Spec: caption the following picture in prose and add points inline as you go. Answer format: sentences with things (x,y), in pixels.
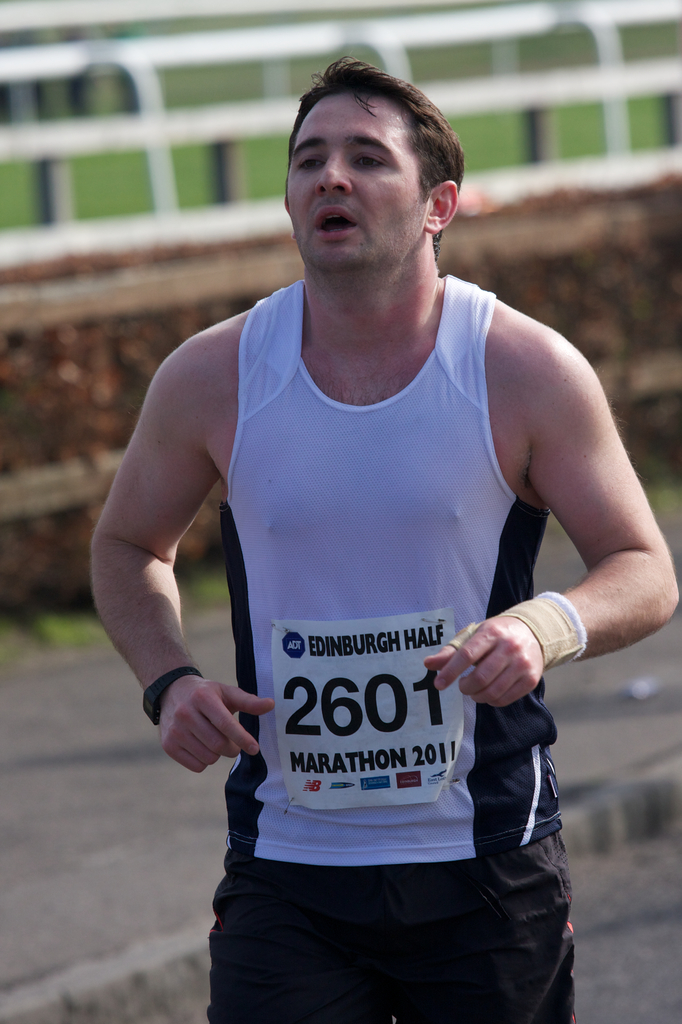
This image is taken outdoors. In the middle of the image (358,579) a man (376,886) is running on the road (80,837). In the background (588,11) there is a wall (170,295) with a railing (613,88) and there is a ground (56,632) with grass (474,146) on it.
